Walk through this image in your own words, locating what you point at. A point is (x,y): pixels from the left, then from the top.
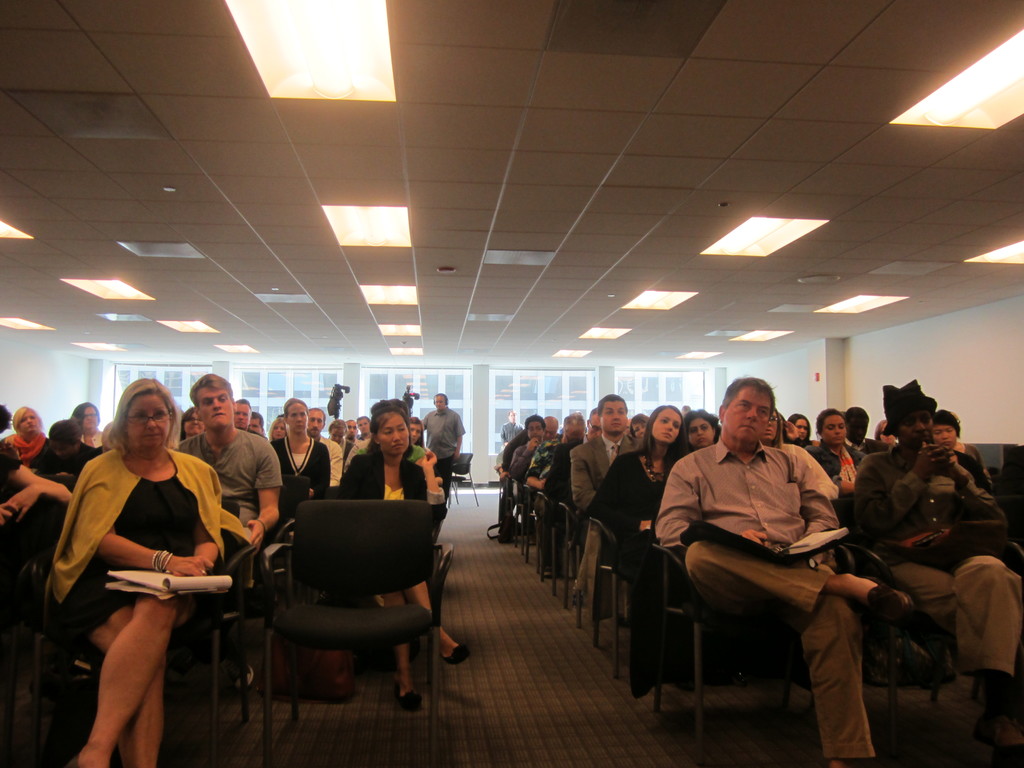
In the picture we can see a people (620,404) sitting on a chairs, in the background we can see a man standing and two cameras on stand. To the ceiling (517,115) we can see a lights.
